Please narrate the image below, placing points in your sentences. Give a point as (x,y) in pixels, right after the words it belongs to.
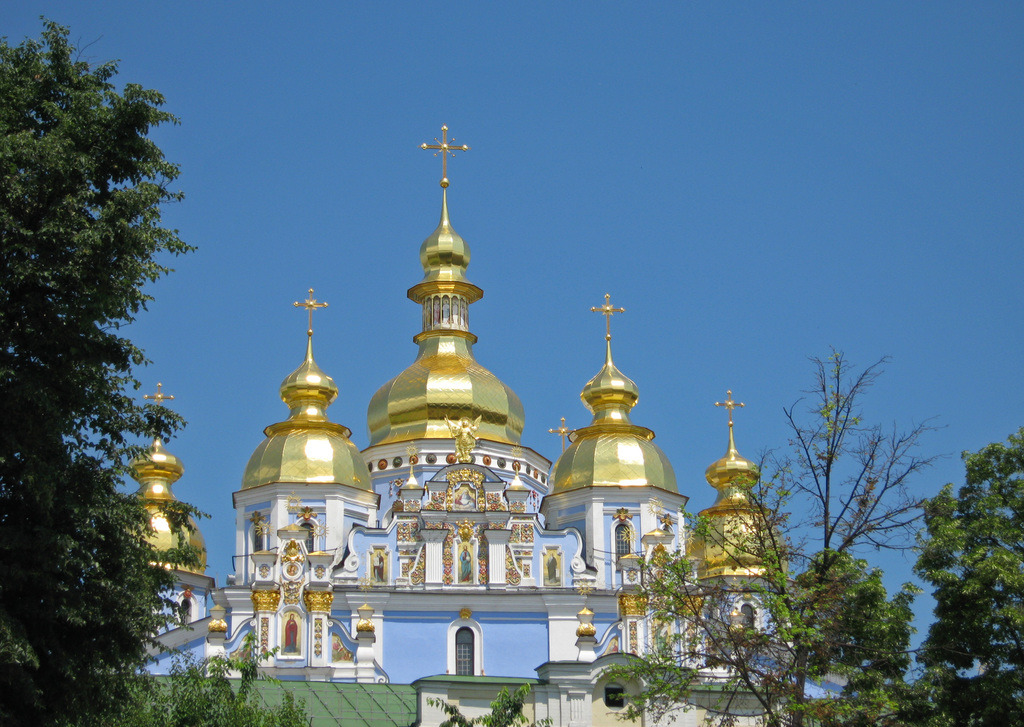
In this picture we can see trees (528,720), ancient architecture (561,573) and statues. In the background of the image (697,263) we can see the sky (204,330) in blue color.
